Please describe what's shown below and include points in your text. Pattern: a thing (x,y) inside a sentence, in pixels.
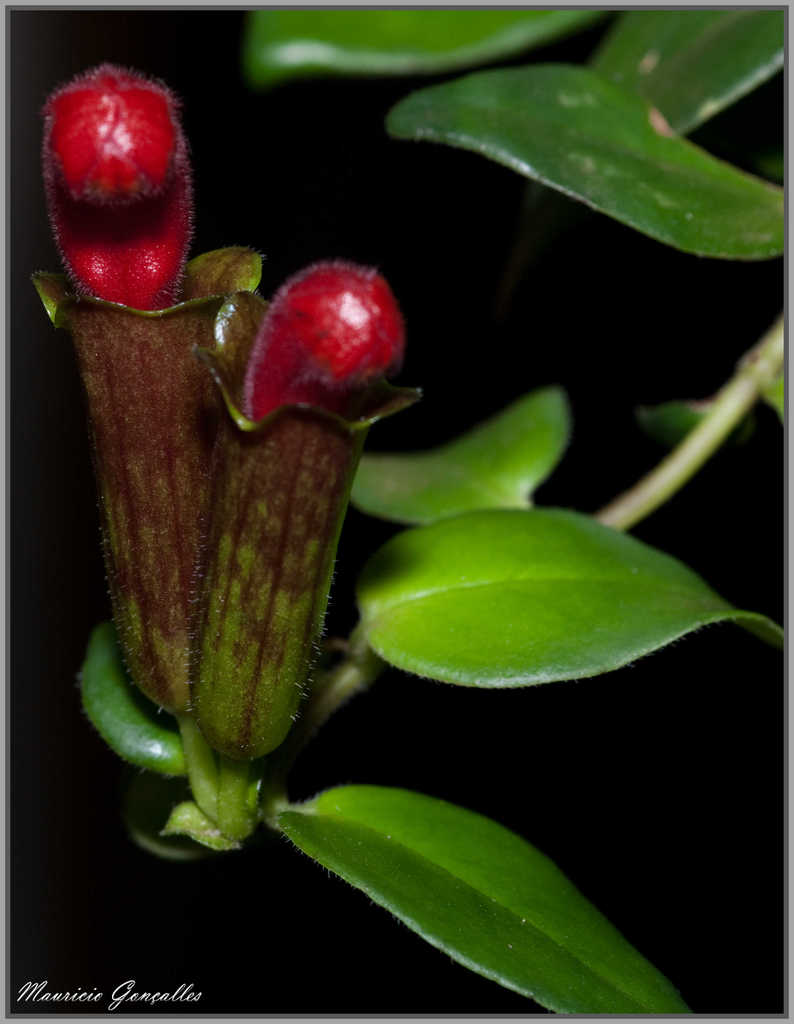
In this image we can see some flowers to a plant (425,819).
